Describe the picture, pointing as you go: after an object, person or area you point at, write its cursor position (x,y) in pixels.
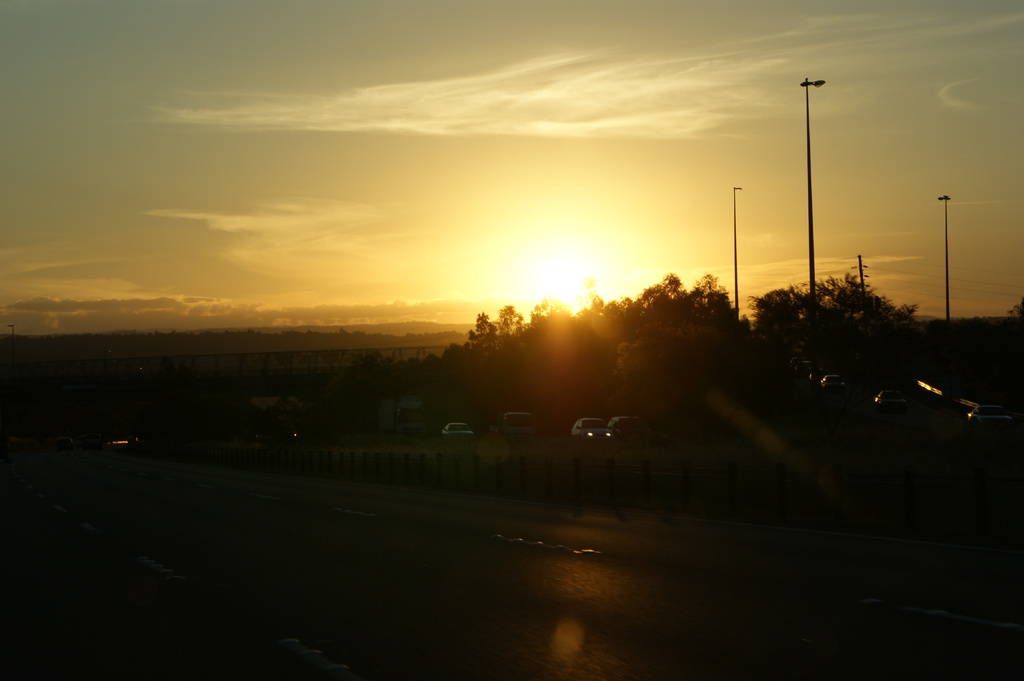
In this image at the bottom (652,560) there is a road (483,504) and there is a fence (606,455) and some vehicles (622,438), and trees (743,379), poles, street lights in the center (562,353). And at the top of the image (416,194) there is sky (500,197) and sun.
